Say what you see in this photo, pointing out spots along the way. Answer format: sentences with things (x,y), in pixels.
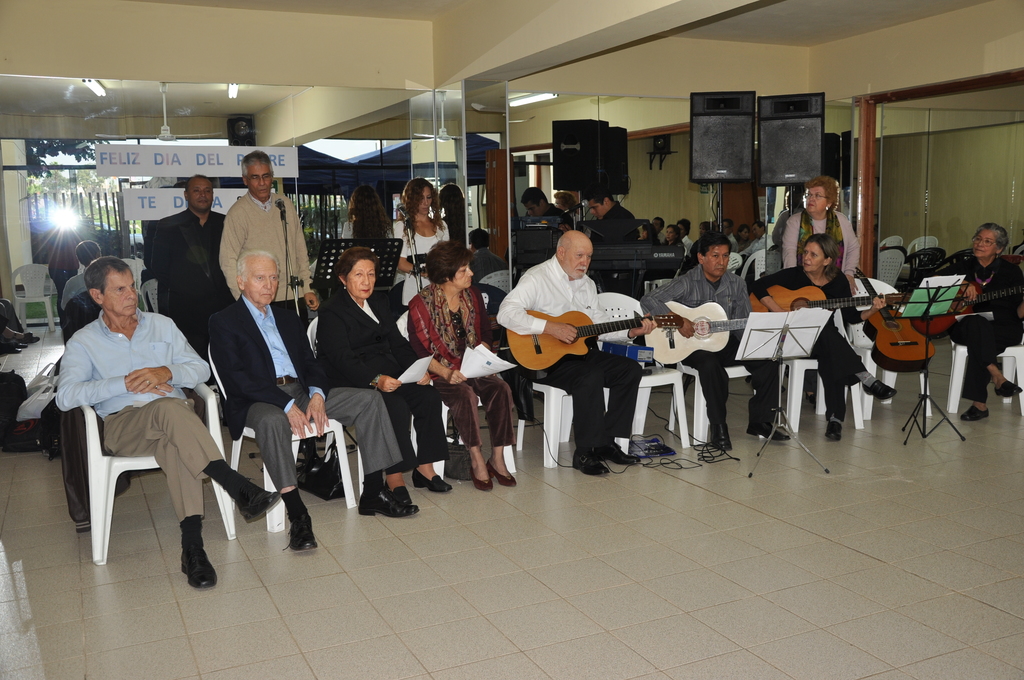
It is a room (876,245), lot of people (994,267) are sitting some of them are standing, there are speakers (609,157) behind them some of the people (980,263) are holding the guitars (886,328) and there are some music notations (802,347) in front of them, in the background (74,147) there is a gate (50,237) some quotations (183,190) on the boards (168,156) and lights (95,94) and a tree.
